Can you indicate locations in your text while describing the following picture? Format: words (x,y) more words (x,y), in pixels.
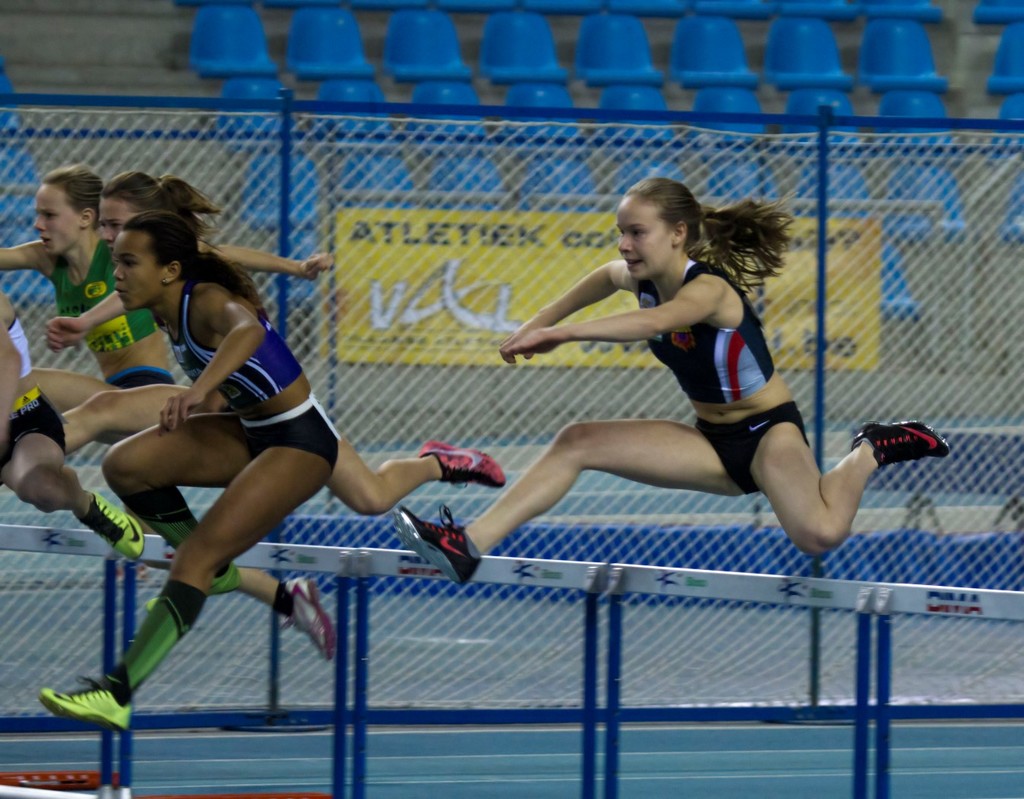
In this image I can see some people (739,460). In the background (620,380), I can see the mesh (297,300). I can see a board (827,244) with some text (492,298) written on it. I can also see the chairs (622,65).
